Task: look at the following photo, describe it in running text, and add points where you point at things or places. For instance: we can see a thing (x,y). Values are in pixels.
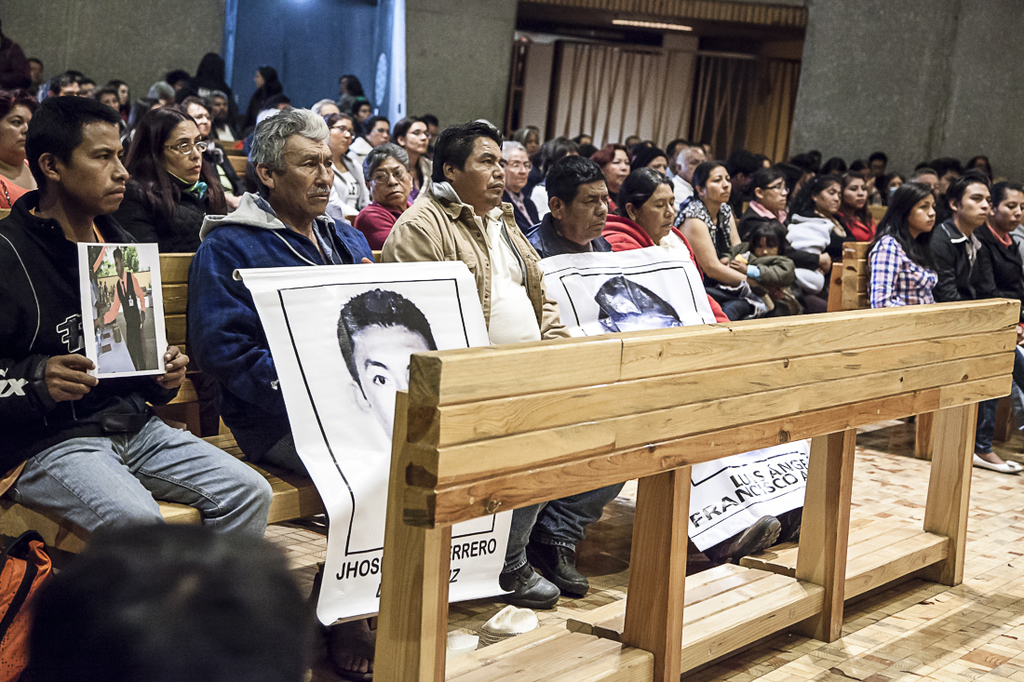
This picture is taken inside a room (958,604). There are many people (232,327) in the room (933,655) sitting on benches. A few of them are holding placards (146,289) and banners (401,311) in their hand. It contains of a image (399,347) of a man (373,363) and text (374,560). In front of them there is wooden barrier (628,408). In the background (276,45) there is wall (289,72), curtains (623,94) and people (342,104) standing.
